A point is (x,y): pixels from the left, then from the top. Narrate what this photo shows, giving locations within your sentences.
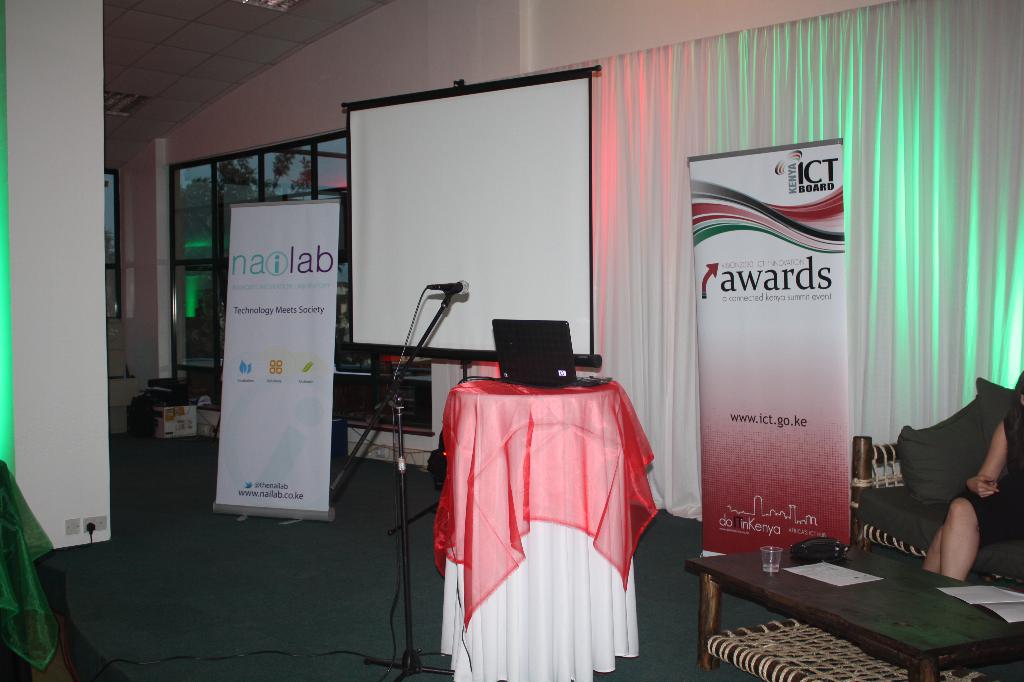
In this picture is consists of a projector screen (469,269) which is places at the center of the image (413,282) and there are banners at the right (722,483) and left side of the image (325,333), there is a table (454,526) in front of the image with a laptop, there is sofa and another table (982,639) at the right side of the image (843,577) and there is a mic (449,294) beside the table (450,550) at the center of the image (409,356).
